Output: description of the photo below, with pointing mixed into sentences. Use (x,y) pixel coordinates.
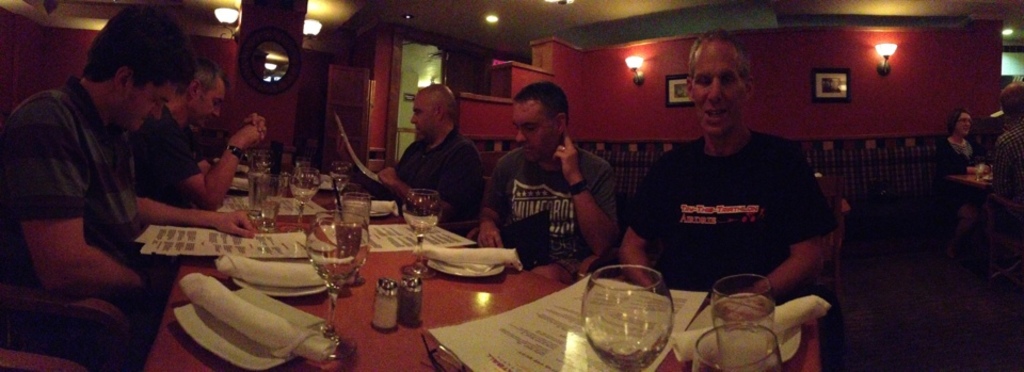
In this image I can see few people (470,184) are sitting on the chairs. I can see few glasses (641,330), plates (474,272), tissues (470,260) and few objects (409,233) on the table (433,309). Back I can see few frames (671,90), lights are attached to the wall (607,94). At the top (537,19) I can see lights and ceiling (547,31).
